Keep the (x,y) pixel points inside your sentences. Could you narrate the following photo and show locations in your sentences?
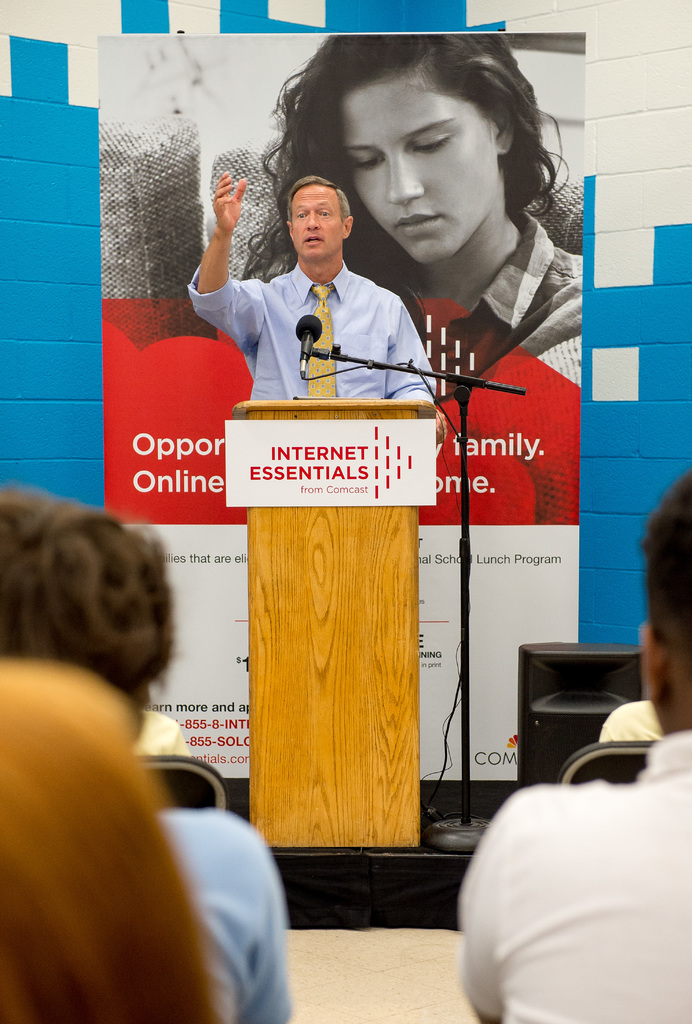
In the picture I can see a man (330,259) standing in front of a wooden podium (283,551) and he is speaking on a microphone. He is wearing a shirt (334,337) and tie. I can see a few persons (690,777) sitting on the chairs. In the background (551,406), I can see the hoarding (439,652). I can see the speaker (601,682) on the right side (581,662).
